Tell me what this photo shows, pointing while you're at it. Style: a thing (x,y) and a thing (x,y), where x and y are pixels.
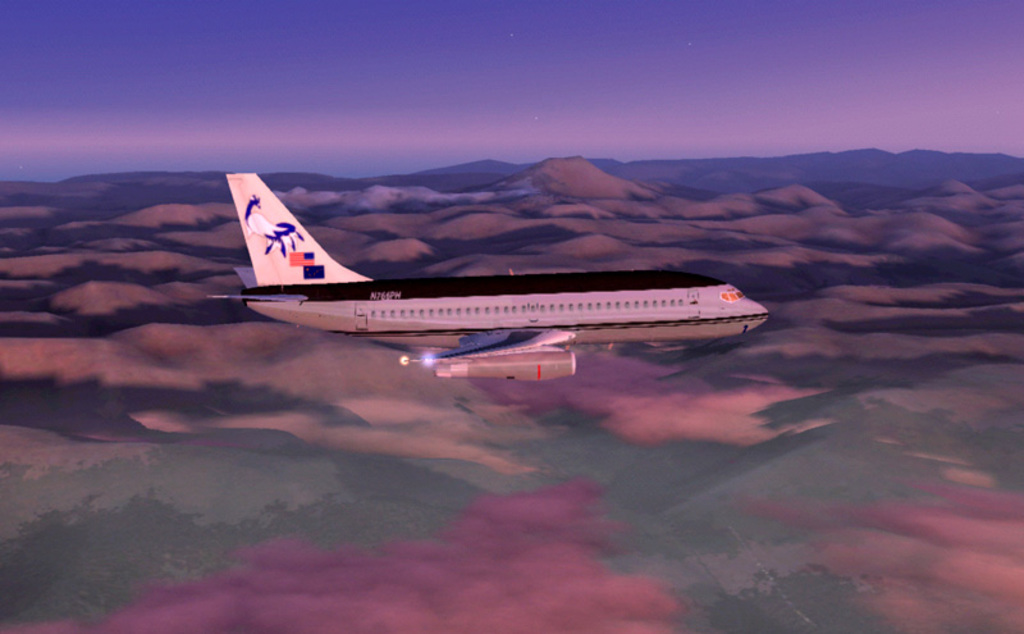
In the image there is an airplane (353,313) flying in the air (8,132) and below there are hills (161,260) on the land (528,214) and above its sky (577,96).
